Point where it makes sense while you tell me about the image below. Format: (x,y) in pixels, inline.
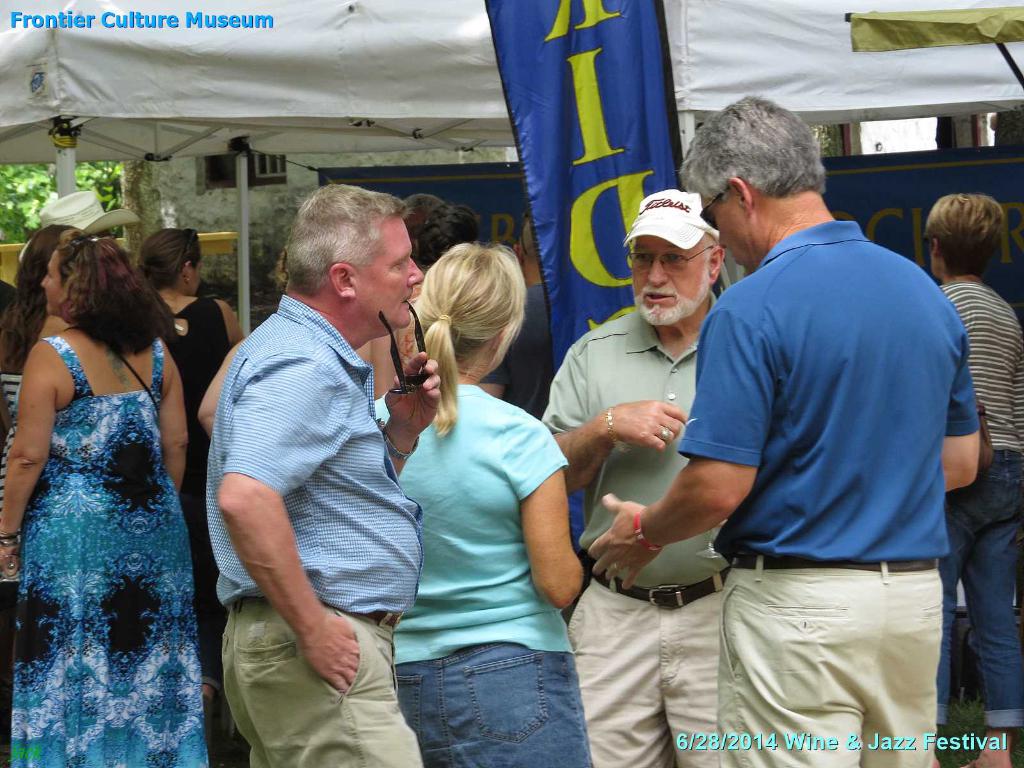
In this picture we can see group of people (674,558). In the background (356,93) we can see banners (554,134), pole (246,177), tent (160,114), wall (201,195), and trees (112,190).
